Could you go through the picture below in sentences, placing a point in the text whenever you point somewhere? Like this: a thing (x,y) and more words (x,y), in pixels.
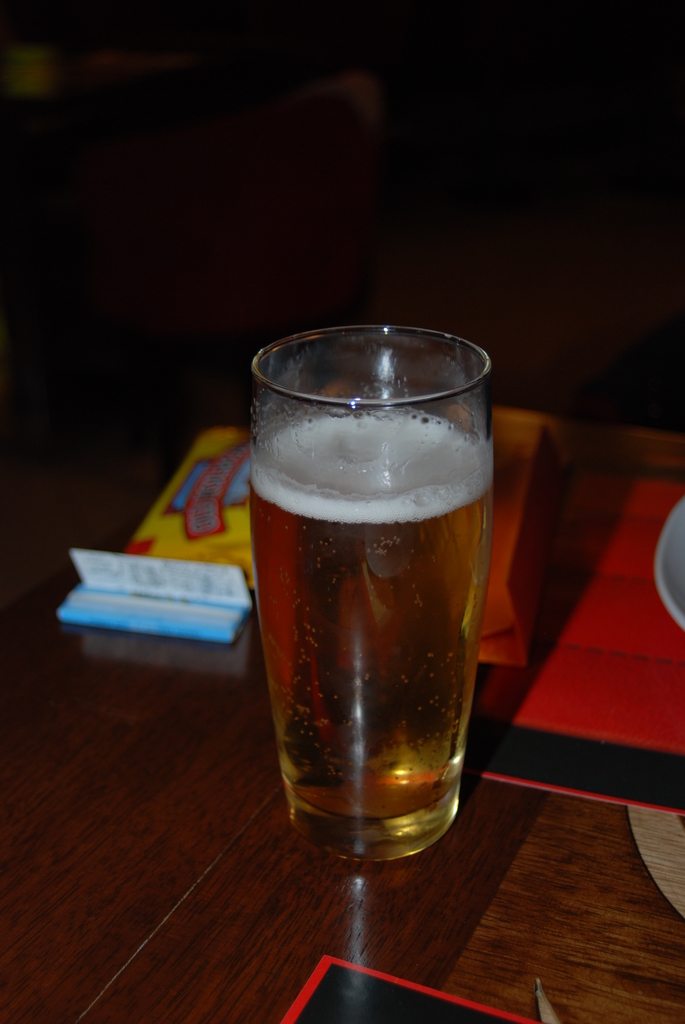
In this picture there is a drink (395,605) in the glass (379,620). There is a glass (335,547) and there is a plate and there are objects (365,970) on the table (90,948).
